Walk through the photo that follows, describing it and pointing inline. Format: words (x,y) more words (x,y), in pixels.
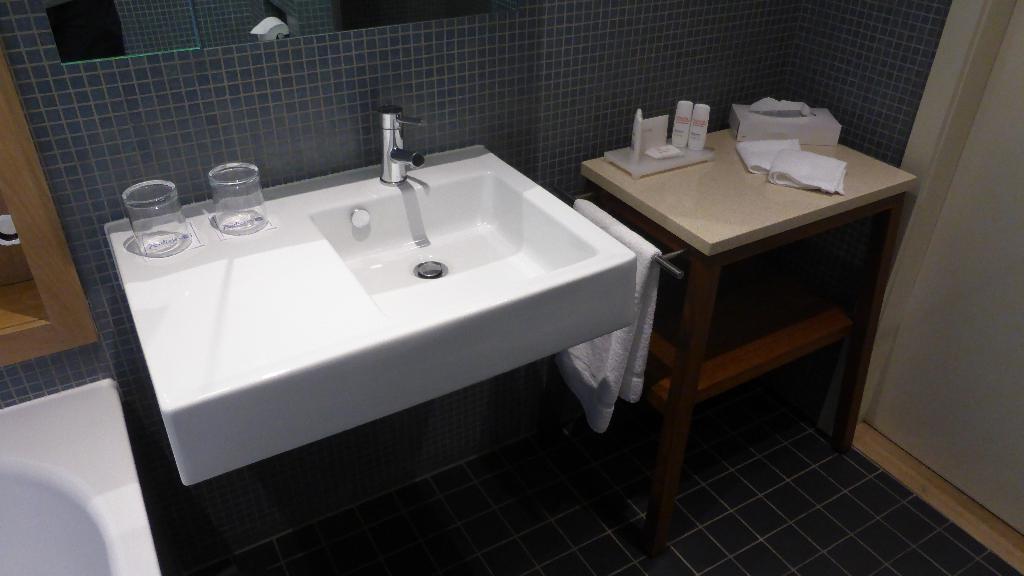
In this picture we can see a table (746,223) on the floor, beside this table (733,218) we can see sinks (367,369), tap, here we can see a cloth (647,244), tissue papers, glasses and some objects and in the background (401,435) we can see a door (942,218), wall (626,113), mirrors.
